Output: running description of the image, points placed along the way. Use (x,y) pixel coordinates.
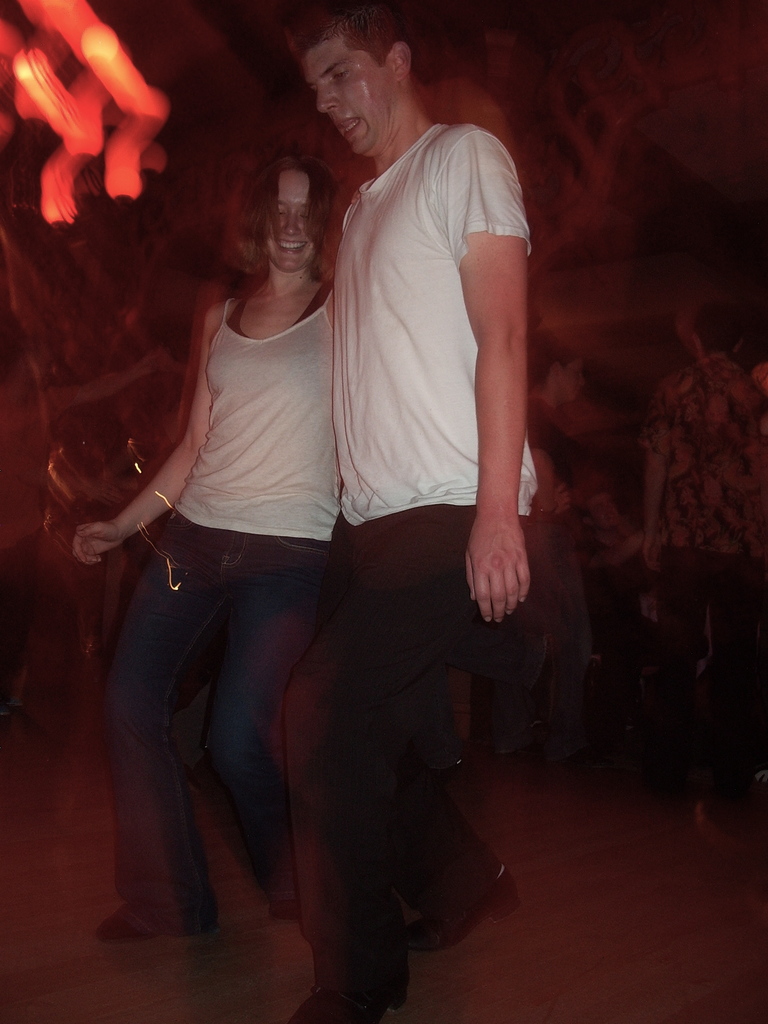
In this image we can see a man (416,551) and a woman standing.
